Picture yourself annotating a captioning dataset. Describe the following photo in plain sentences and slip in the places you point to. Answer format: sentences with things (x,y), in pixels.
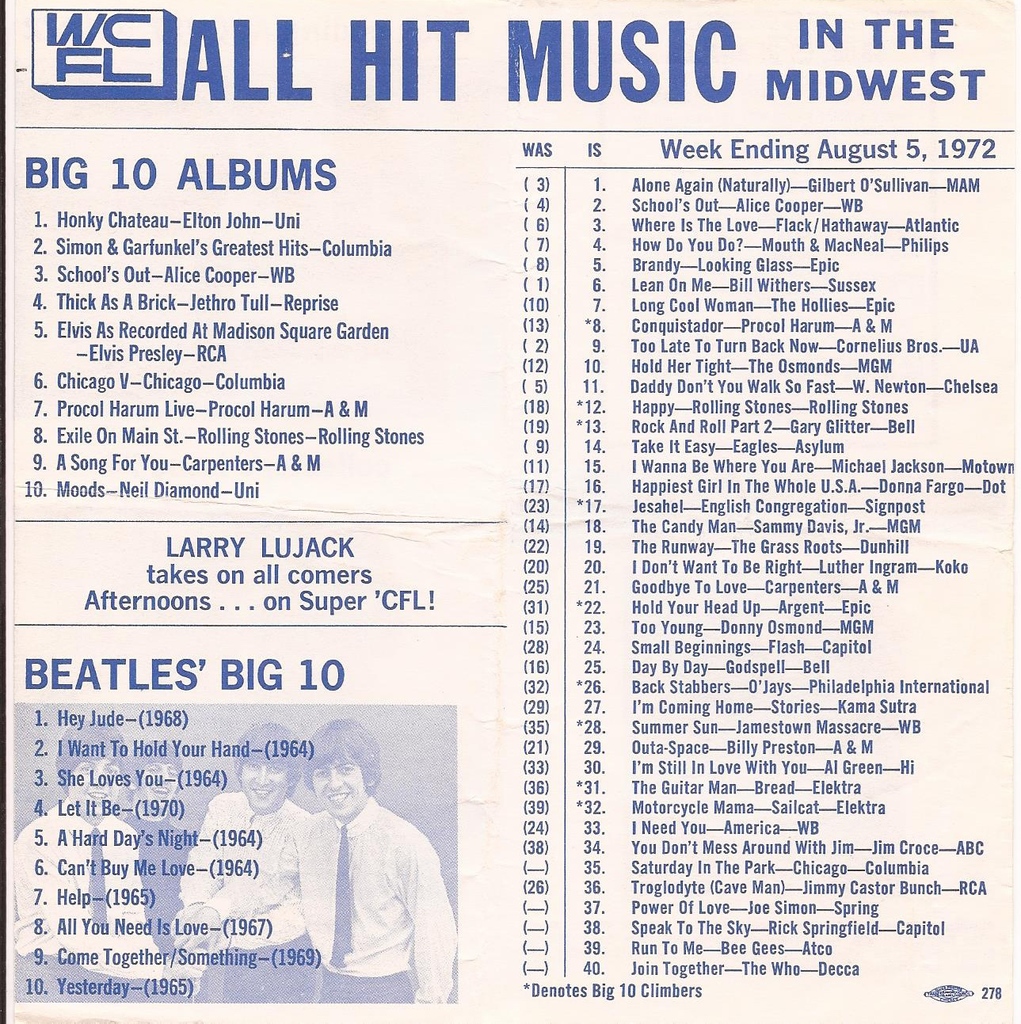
In this image there is a index page (520,885). On the top (245,88) ''all hit music'' is written. Below that there is a list (541,919) of 40 names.
